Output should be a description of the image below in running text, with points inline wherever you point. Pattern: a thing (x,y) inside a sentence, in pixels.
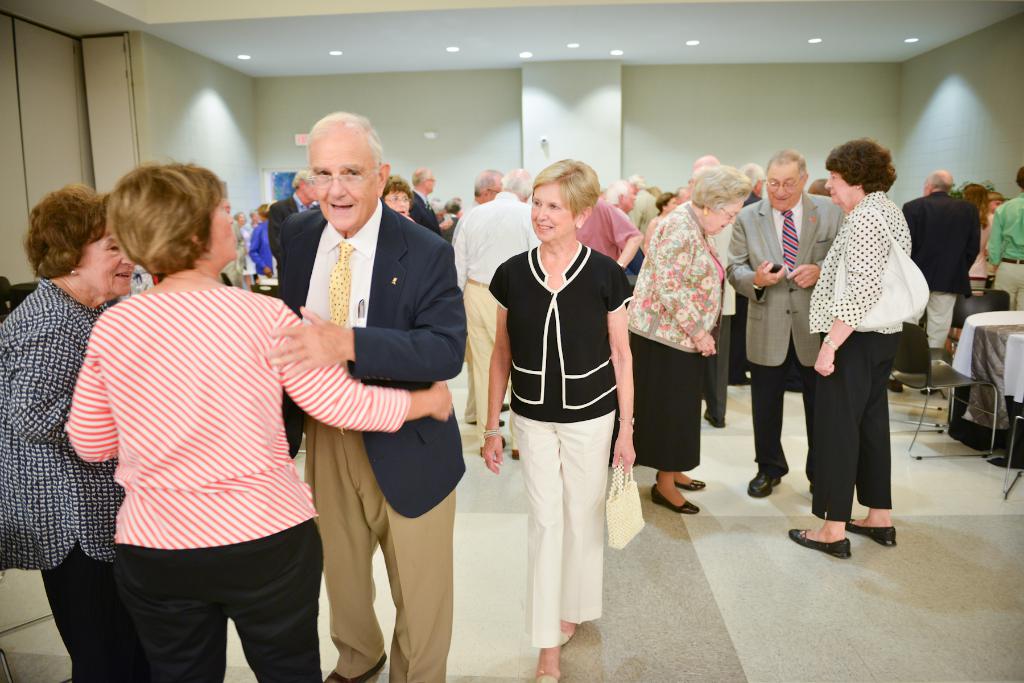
This picture is clicked inside the hall (74,86) and we can see the group of people (680,268) standing on the ground (788,508) and we can see the chairs (960,378), tables (990,377) and some other objects (284,178). In the background (724,113) we can see the wall (790,105), roof (743,19), ceiling lights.
